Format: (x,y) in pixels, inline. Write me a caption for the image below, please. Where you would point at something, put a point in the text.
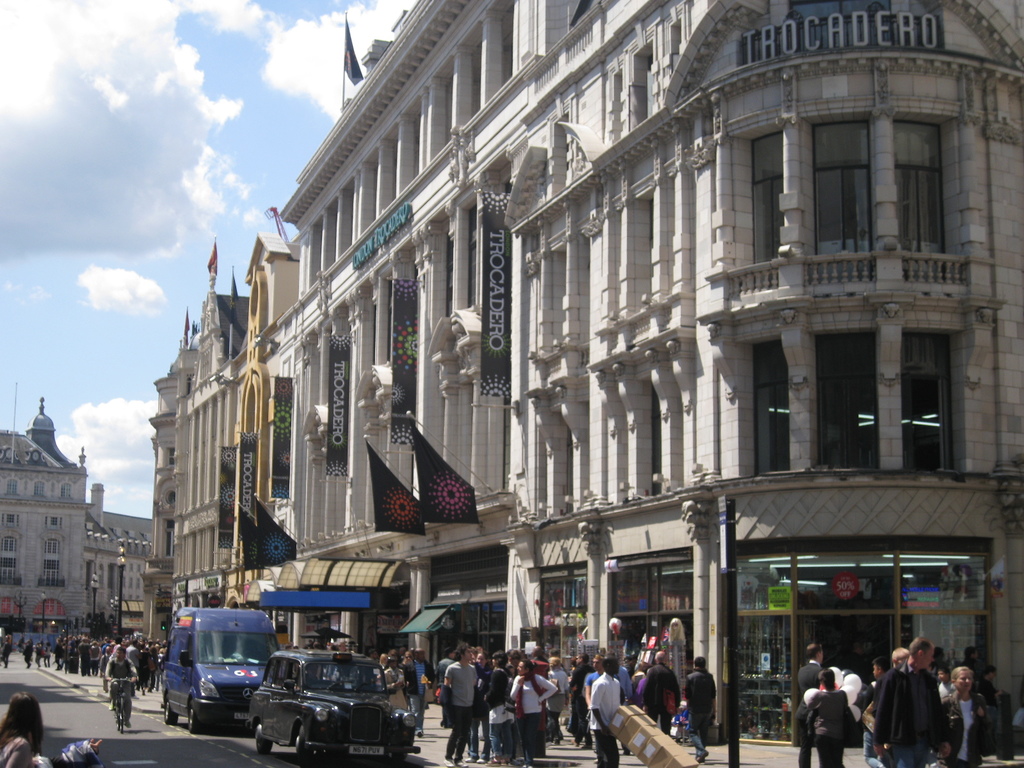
In this image I can see few vehicles (340,731) and many people (466,721) on the road (195,736). I can see these people (458,707) with different color dresses (557,702) and one person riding the bicycle (118,720). To the side of the road (244,731) I can see the poles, boards (248,506), flags (265,558) and the buildings (294,521). In the background (176,303) I can see the clouds (168,233) and the sky (221,84).
